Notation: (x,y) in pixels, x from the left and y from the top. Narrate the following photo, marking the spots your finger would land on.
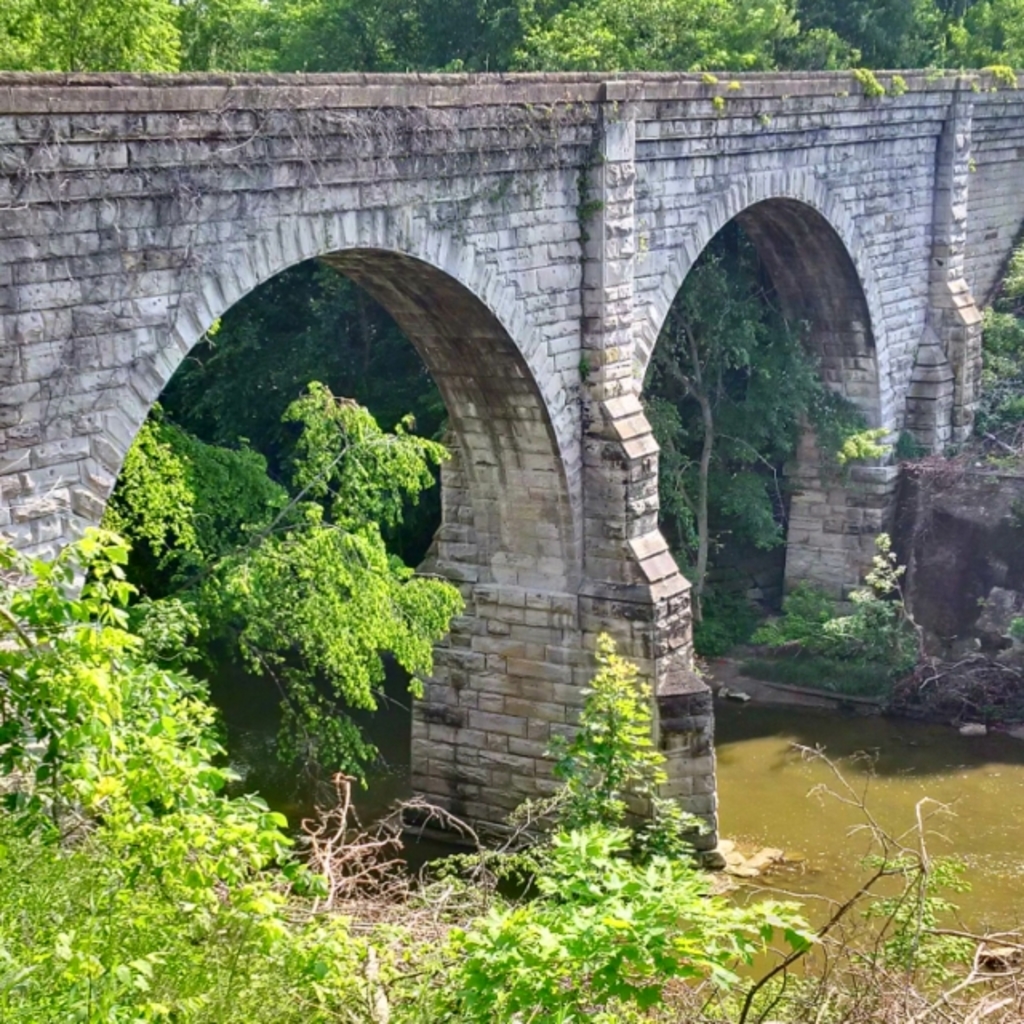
In this image at the bottom (630,955) we can see the plants (649,975) and in the middle (573,678) we can see a bridge (37,266) and on the right side (828,727) we can see the water (804,848) and in the background (613,11) we can see some trees (690,55).
